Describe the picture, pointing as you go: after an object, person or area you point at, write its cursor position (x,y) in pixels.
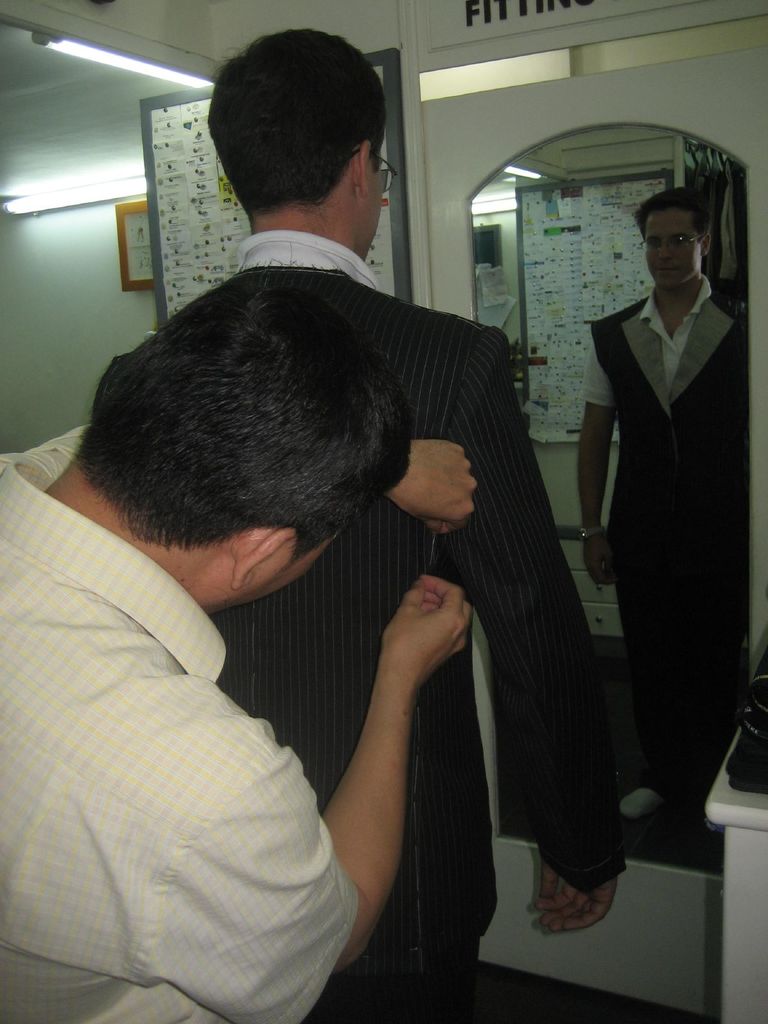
In this image there are two persons (168,652) are standing on the left side of this image (149,669). There is a wall (97,250) in the background (104,219). There is a mirror (644,348) on the right side of this image (609,323), and there is a frame (141,247) on the left side of this image (124,254). There is a light (90,52) on the top of this image (173,83).
